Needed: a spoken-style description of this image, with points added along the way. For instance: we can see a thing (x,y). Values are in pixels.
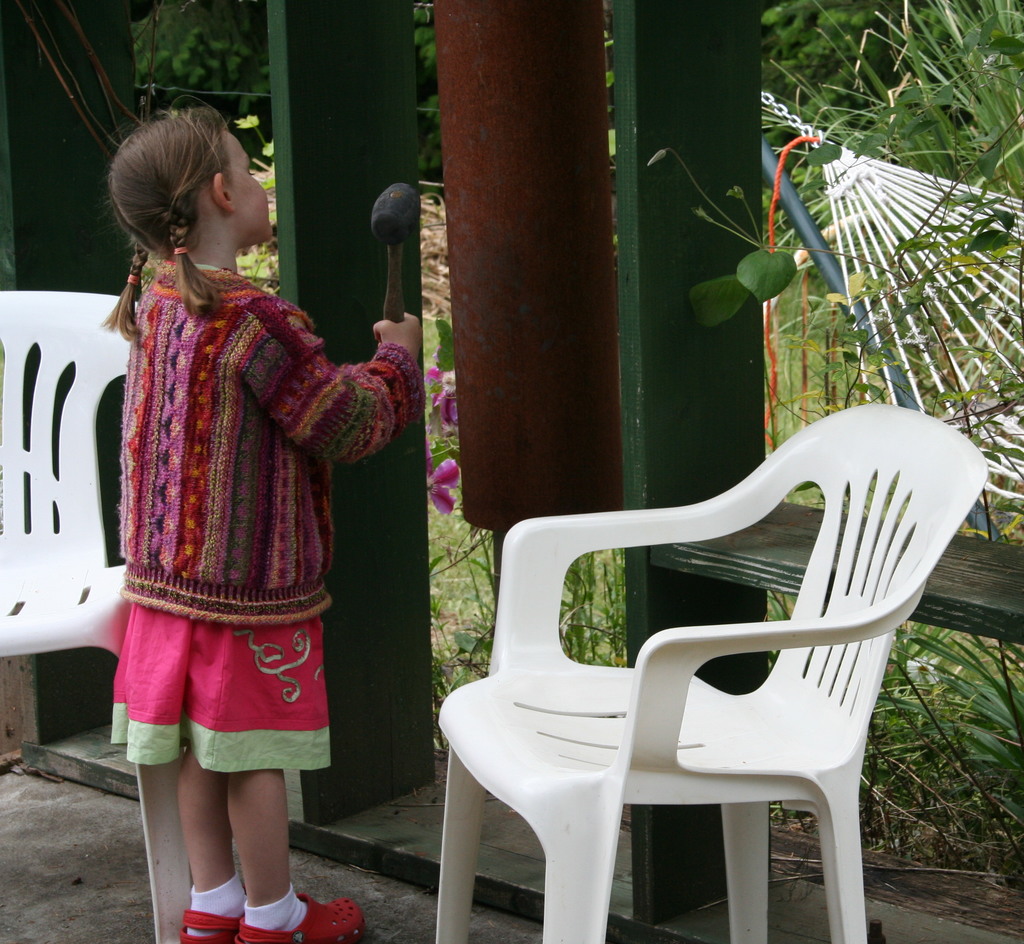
This girl (265,423) is holding a hammer (372,224) and she wore jacket (146,490). Beside this girl (177,321) there are chairs (67,494) in white color. Far there are plants (927,115).
